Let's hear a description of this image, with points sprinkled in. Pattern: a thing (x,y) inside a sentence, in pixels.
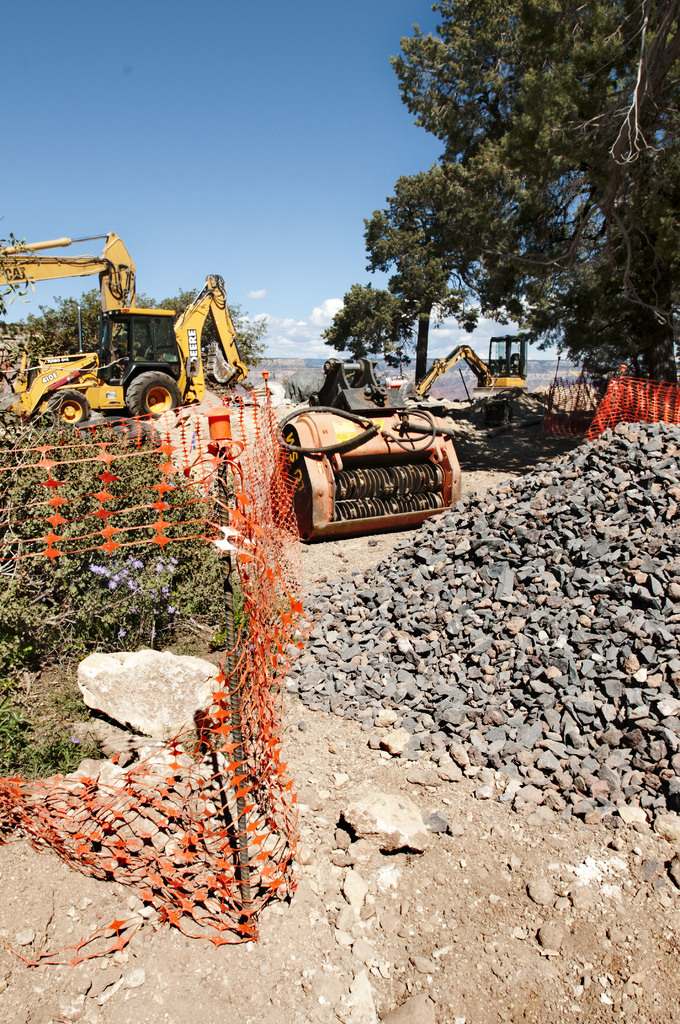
In this image we can see fence (216,934), plants (7,424), rocks (672,740), stones (648,681), bulldozer vehicles (400,413), trees (562,163) and the blue sky (190,190) with clouds (296,345) in the background (346,173).
